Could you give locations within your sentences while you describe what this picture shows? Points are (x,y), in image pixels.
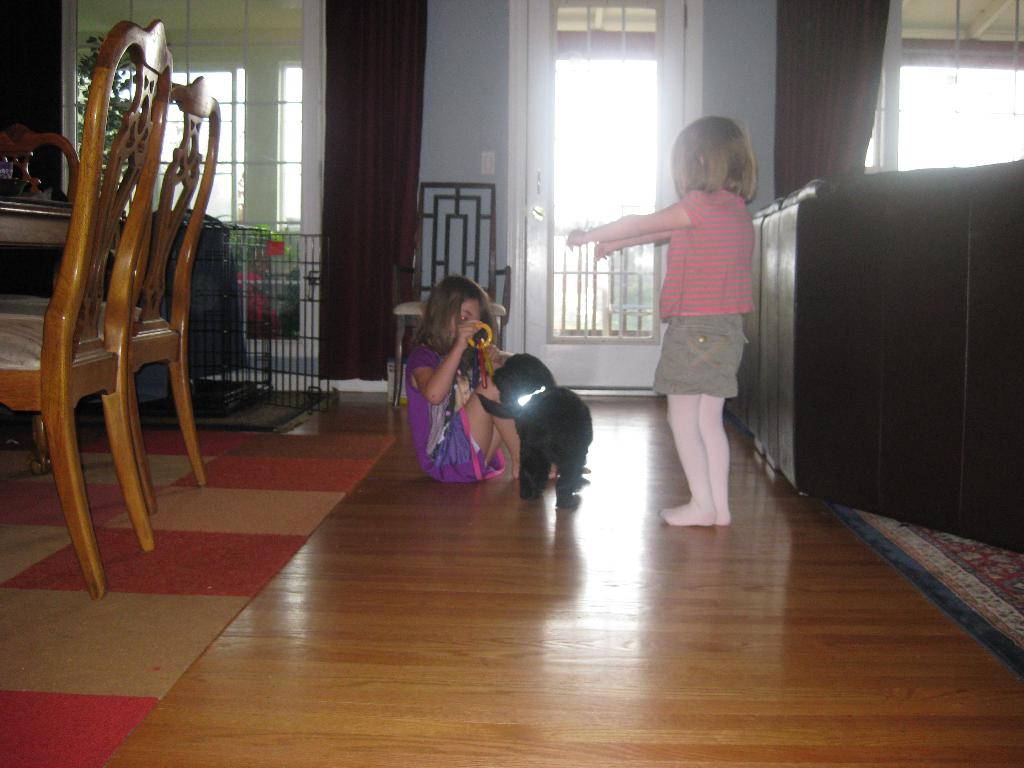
On the background (460,102) we can see wall (438,106) with curtains (365,162), door (606,120) and windows (297,139). We can see two girls (687,187) playing here with a black colour puppy (539,452). This is a floor (357,575) and a carpet (212,522). Here we can see dining table (46,205) and chairs (109,226).
